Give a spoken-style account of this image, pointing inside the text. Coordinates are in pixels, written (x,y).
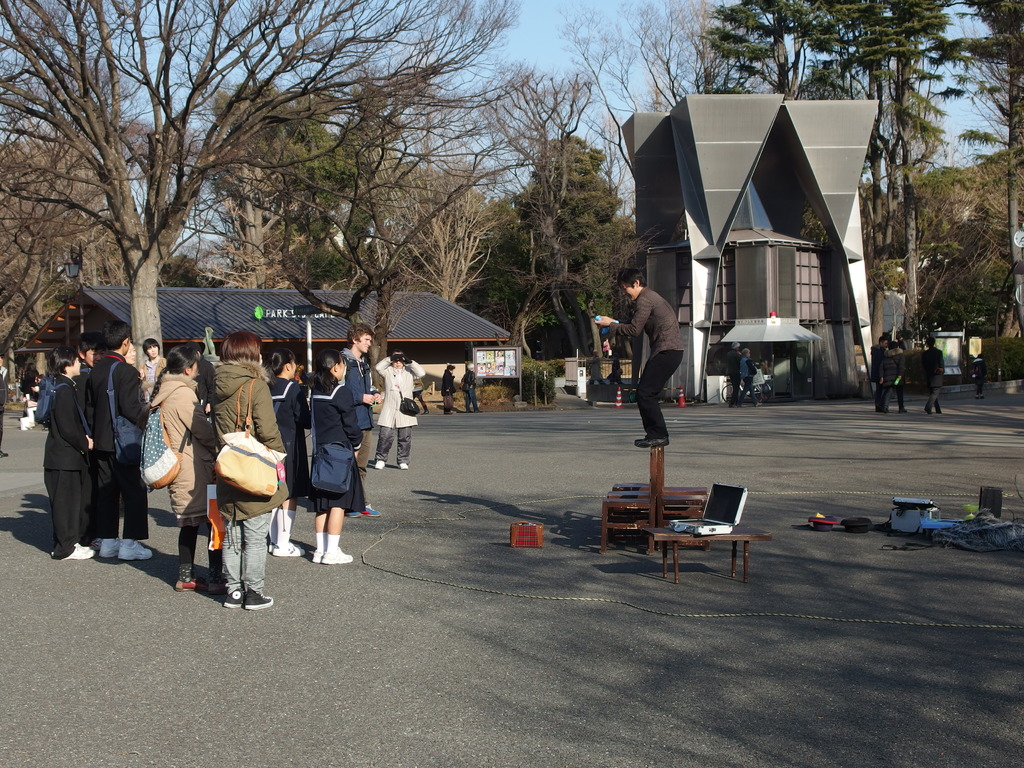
In the foreground of the picture (685,528) we can see group of people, tables (653,512), box (710,516) and various objects (719,507). Towards right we can see a person (657,384) performing. In the middle of the picture (430,312) there are trees (504,309), buildings (783,357), people (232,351) and various objects (608,380). In the background (521,47) it is sky (298,77).
